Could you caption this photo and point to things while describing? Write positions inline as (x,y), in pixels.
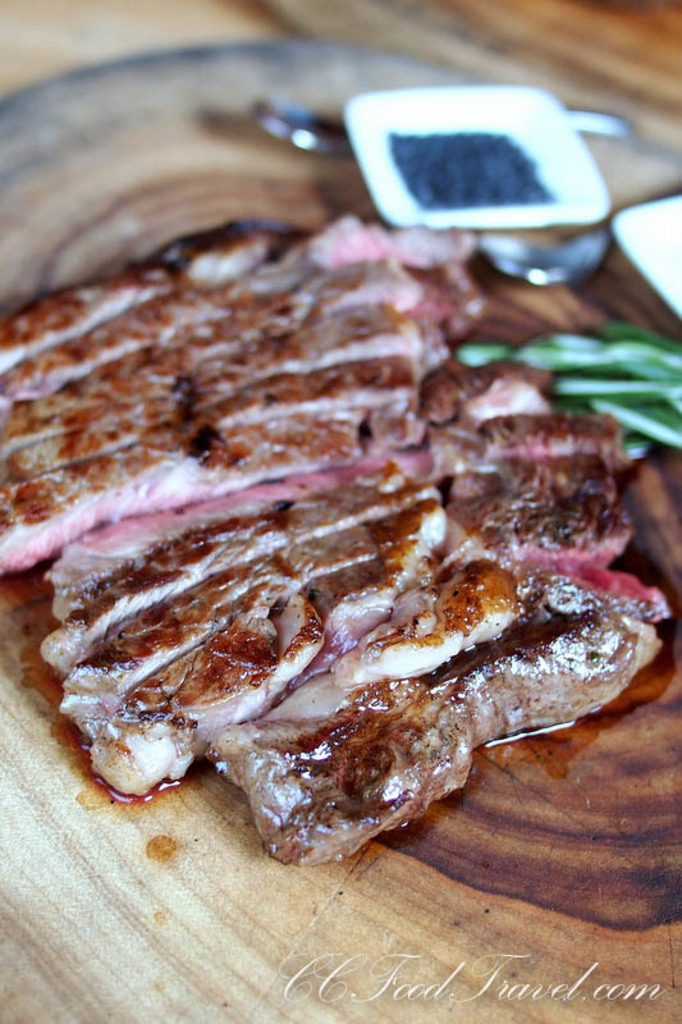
In this picture there is meat (298,705) and there are spoons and there are bowls (632,212). At the bottom (32,962) it looks like a wooden object (320,917) and there is food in the bowl (367,110). At the bottom right (508,981) there is text (410,981).
